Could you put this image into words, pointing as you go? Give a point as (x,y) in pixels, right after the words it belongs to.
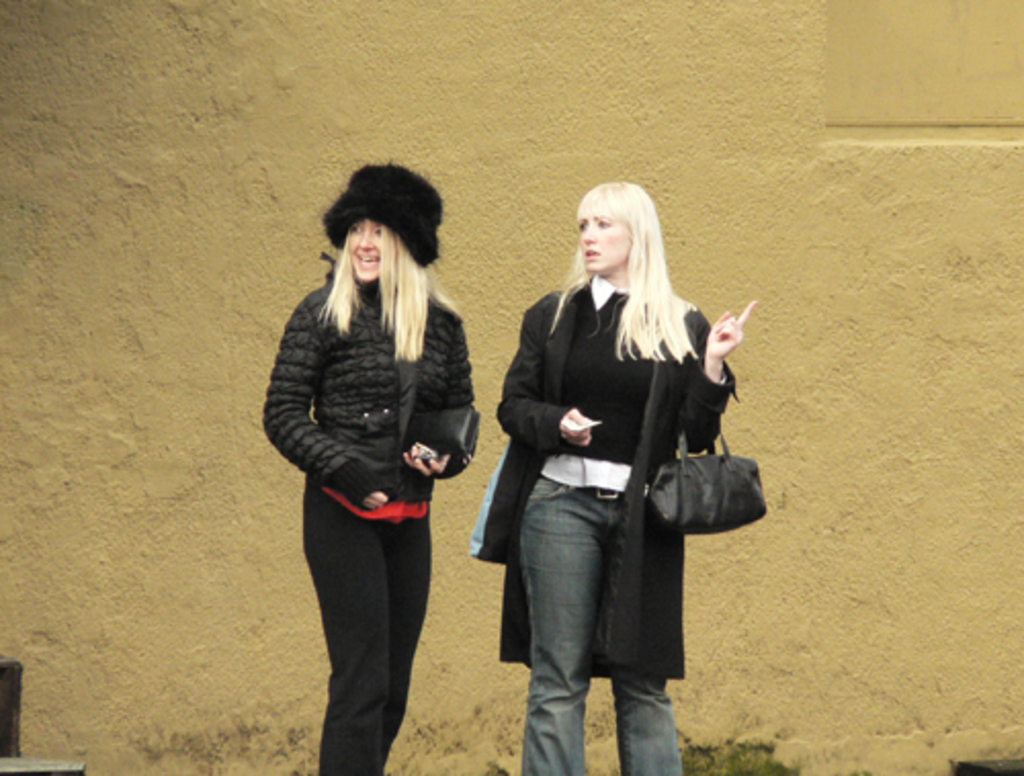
In this image there are 2 women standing and one is smiling and the background (236,160) there is a wall (247,638).
